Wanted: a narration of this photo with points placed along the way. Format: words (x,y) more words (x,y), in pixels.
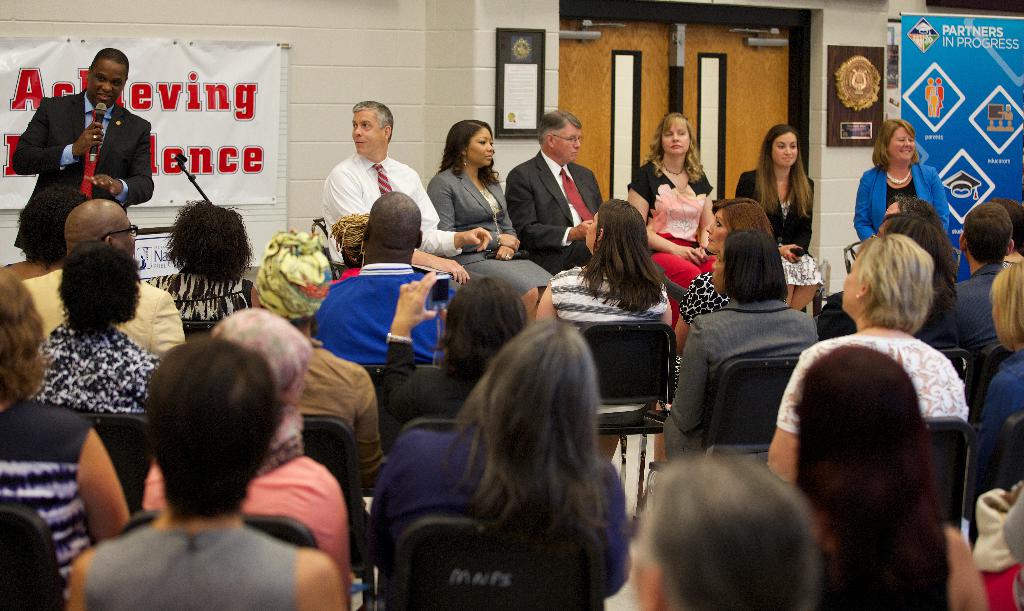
In this image in the front (221,333) there are group of persons (476,352) sitting. In the background (569,250) there are persons (118,122) sitting and standing and there is a man (108,152) standing and holding a mic (96,149) in his hand (89,134) and speaking. In the background (225,81) there are boards (205,82) with some text (243,91) written on it and there is a door (675,83) and on the wall (490,90) there are frames (540,77) and the wall (356,64) is white in colour.
